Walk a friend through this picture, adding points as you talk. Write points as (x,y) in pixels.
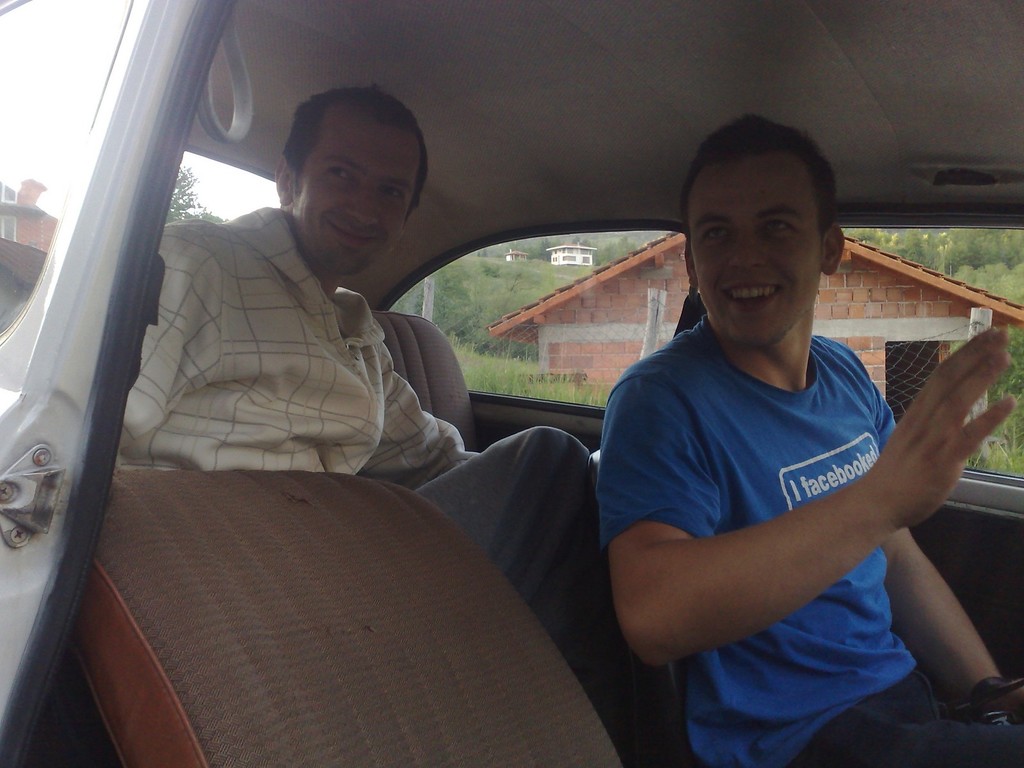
In this image we can see two people (727,532) sitting inside the car (336,664) and in the background (598,314) there are few buildings (598,314), grass (529,374), trees (1000,259) and sky (66,111).
